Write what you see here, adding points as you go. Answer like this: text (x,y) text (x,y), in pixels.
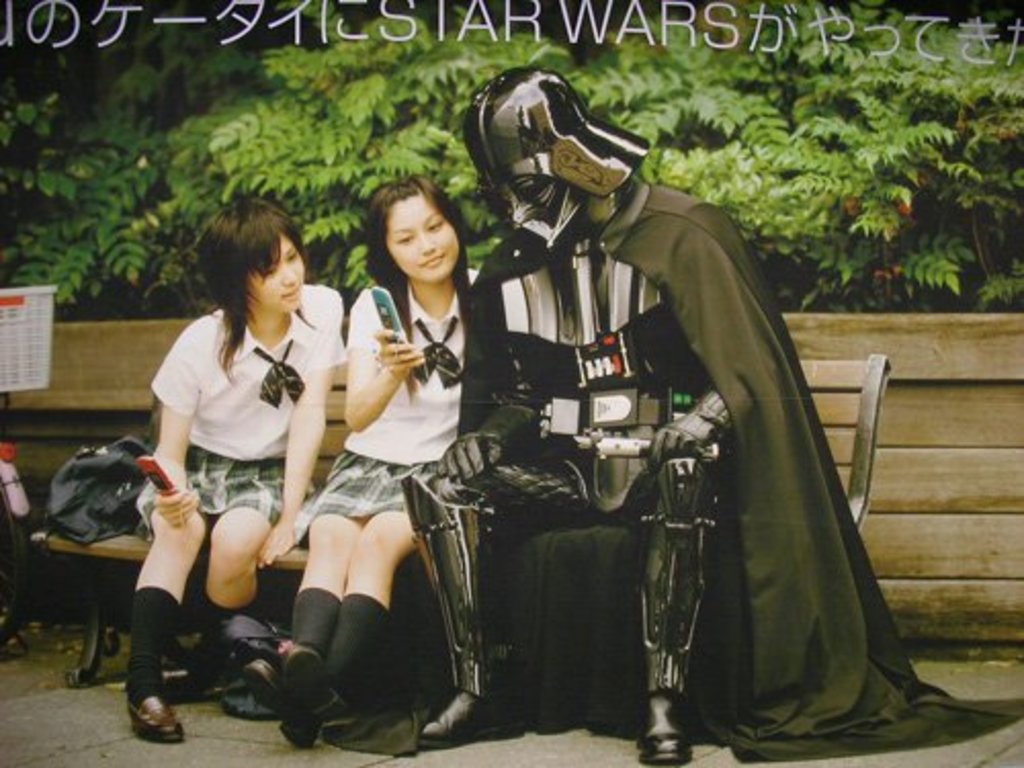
In the foreground of this image (399,519), there are two women (255,440) sitting on the bench (286,558) and holding mobile phones (390,325). Beside, there is a person (540,381) in robot costume (529,411) and also there is a bag (120,490). On the left (5,319), there is a bicycle (32,361). Behind them, there is a wooden railing (943,441). At the top (741,66), there are plants (712,78).
